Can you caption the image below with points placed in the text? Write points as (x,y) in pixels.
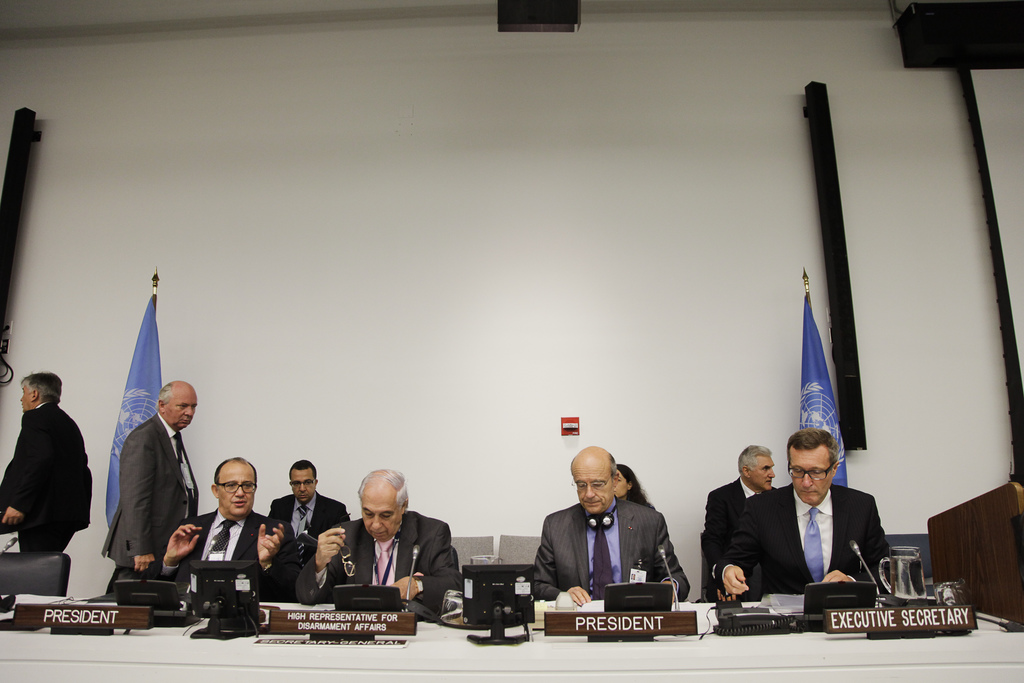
In this image I can see few people (557,572) are sitting on the chairs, they wore coats (663,576), ties (597,592), shirts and there are microphones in front of them. On the left side (59,480) a man (83,457) is walking, there are two blue color flags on either side of this image. This is the wall (759,321).
